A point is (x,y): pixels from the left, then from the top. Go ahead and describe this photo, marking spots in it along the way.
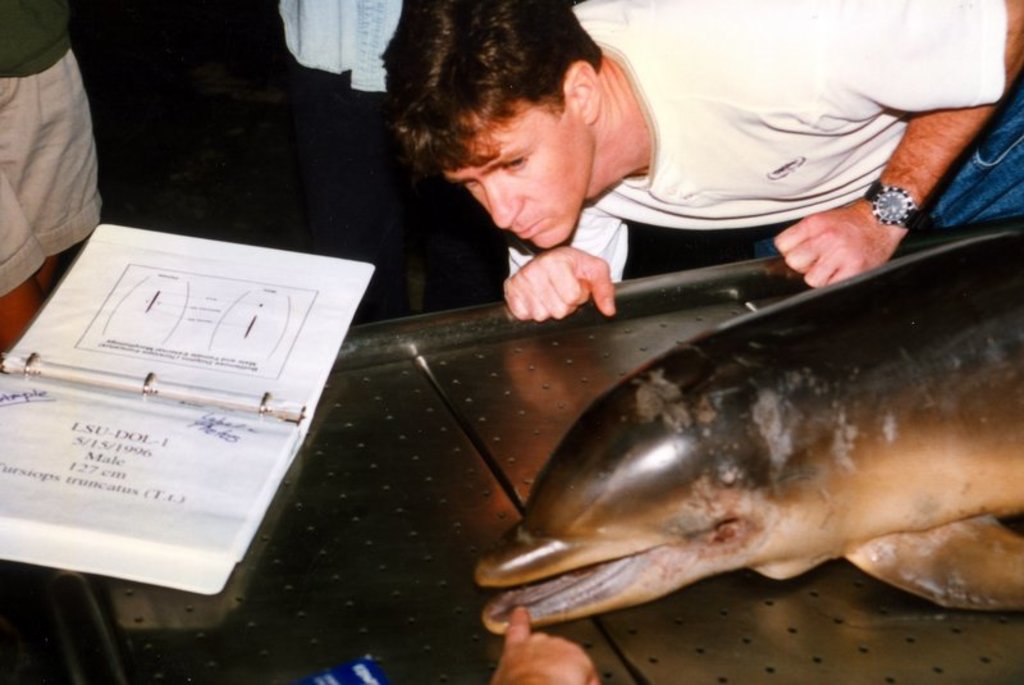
In this image I can see a table (386,426), on the table (521,343) I can see an animal (670,401) and a book (156,519) and at the bottom (532,638) I can see person hand (546,641) which is touching to animal mouth (585,595) and at the top (621,149) I can see persons (891,30).
